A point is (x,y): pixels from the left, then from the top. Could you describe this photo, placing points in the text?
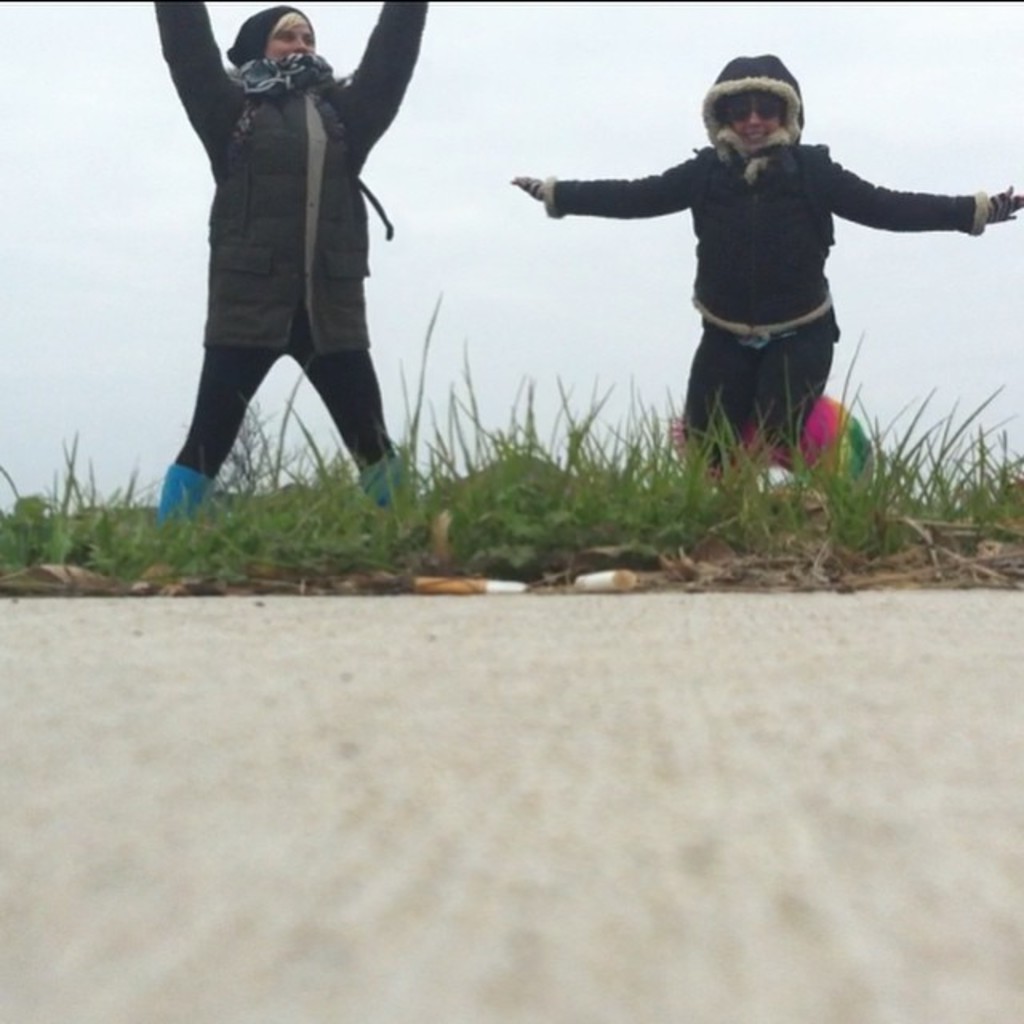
In this picture there are girls (720,197) in the center of the image (374,492) and there is grassland (558,518) in the center of the image (495,475).
